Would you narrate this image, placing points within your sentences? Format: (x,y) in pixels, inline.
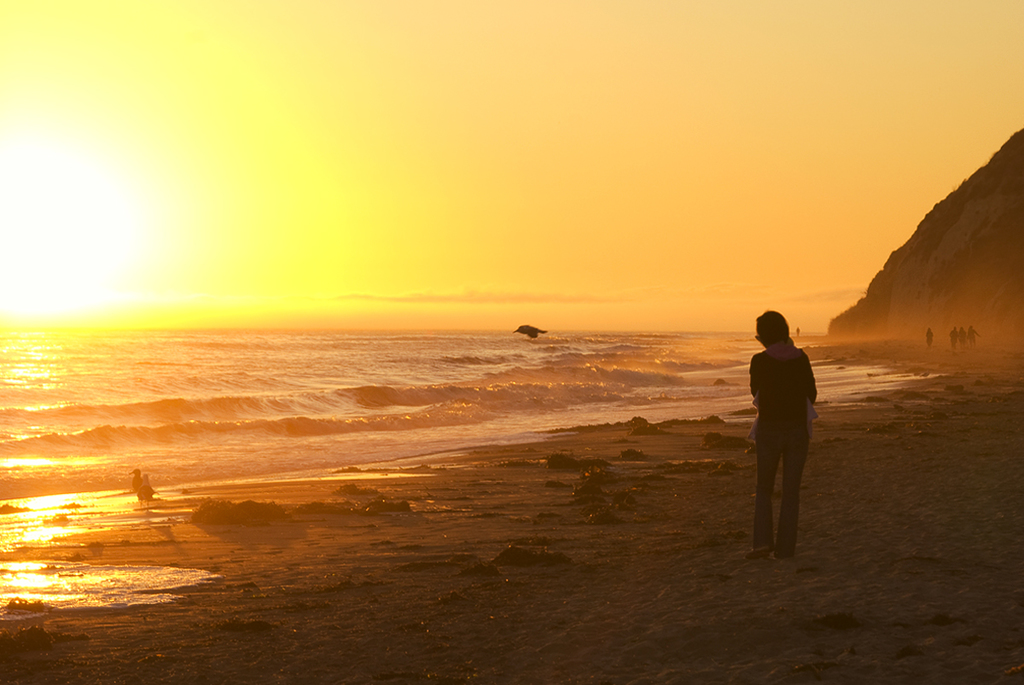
This image is clicked at a beach (301,515). There are a few people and birds (143,484) on the beach (445,505). There is a bird (531,334) flying in the air (540,323). To the right (963,224) there are mountains (929,270). There is water (130,383). At the top (353,95) there is the sky (455,117). To the left (84,247) there is the sun (38,255).
